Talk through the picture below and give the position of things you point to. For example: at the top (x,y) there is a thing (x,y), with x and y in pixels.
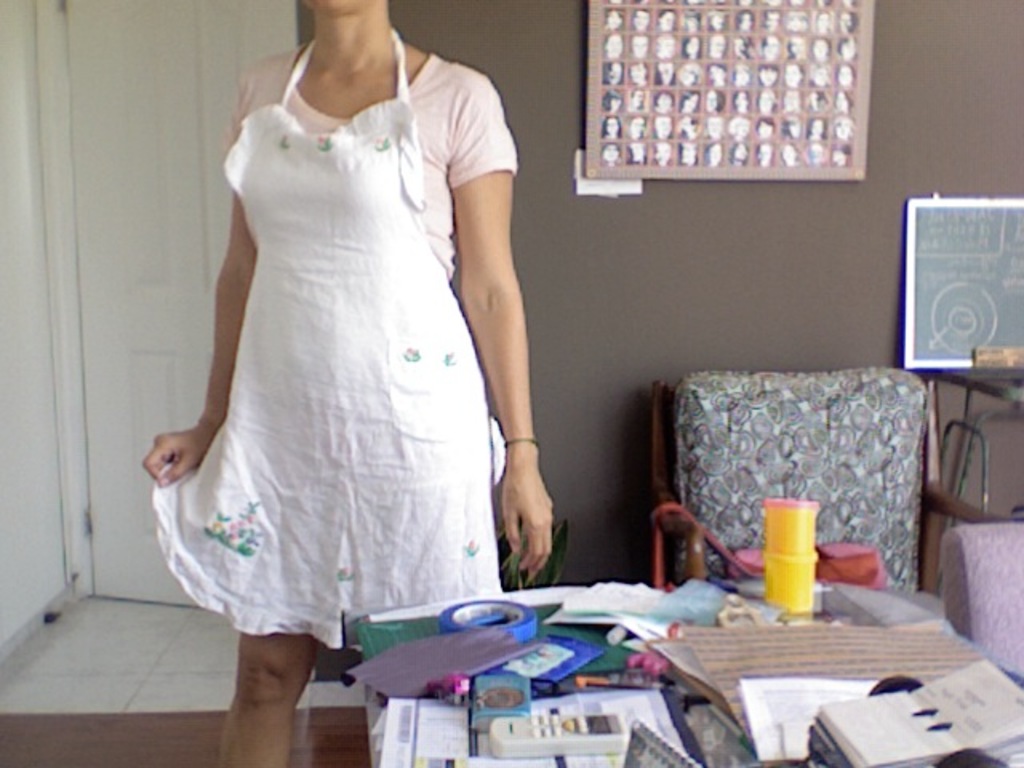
This is the picture of a room (629,487). In this image there is a woman (293,686) standing. There are papers (962,677) and there is a remote (565,715), plaster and other objects (713,657) on the table (712,664). At the back (754,397) there are chairs (832,434) and there is a board (933,275) on the table (1019,395). There is a frame (740,166) and switch board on the wall (751,370). At the back (103,199) there is a door (67,183). At the bottom (124,738) there is a mat (120,753).
